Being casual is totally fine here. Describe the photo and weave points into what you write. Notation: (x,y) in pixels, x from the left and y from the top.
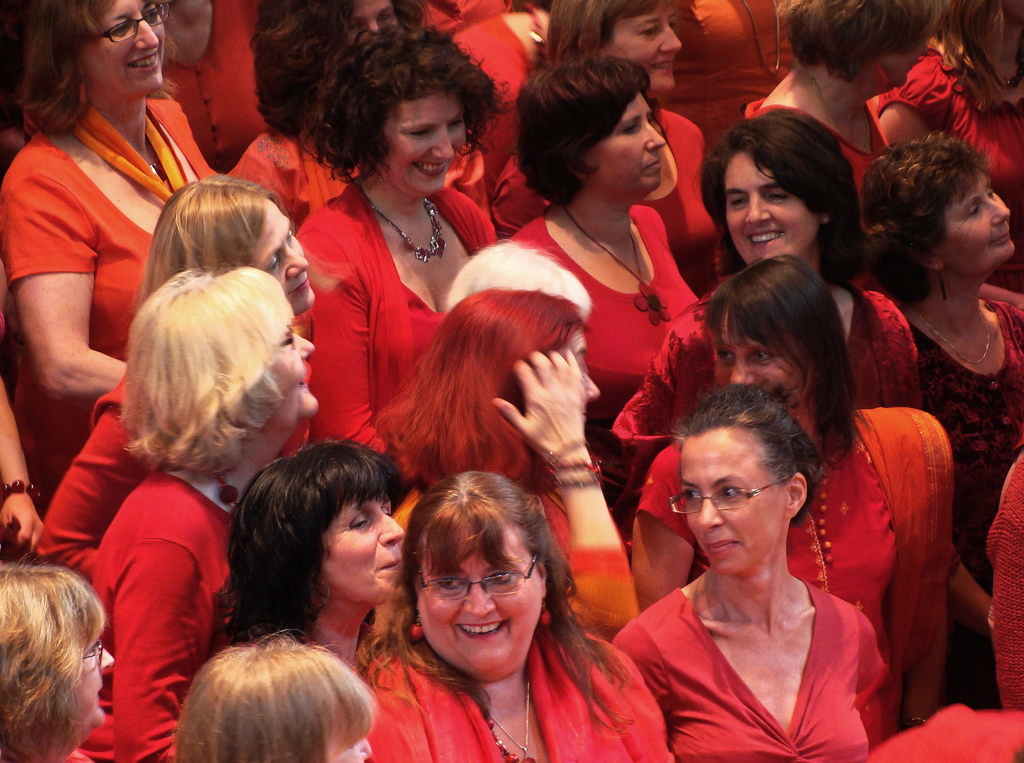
In this picture we can see a group of women (186,611) standing and smiling and some women (733,493) wore spectacles (123,34).
